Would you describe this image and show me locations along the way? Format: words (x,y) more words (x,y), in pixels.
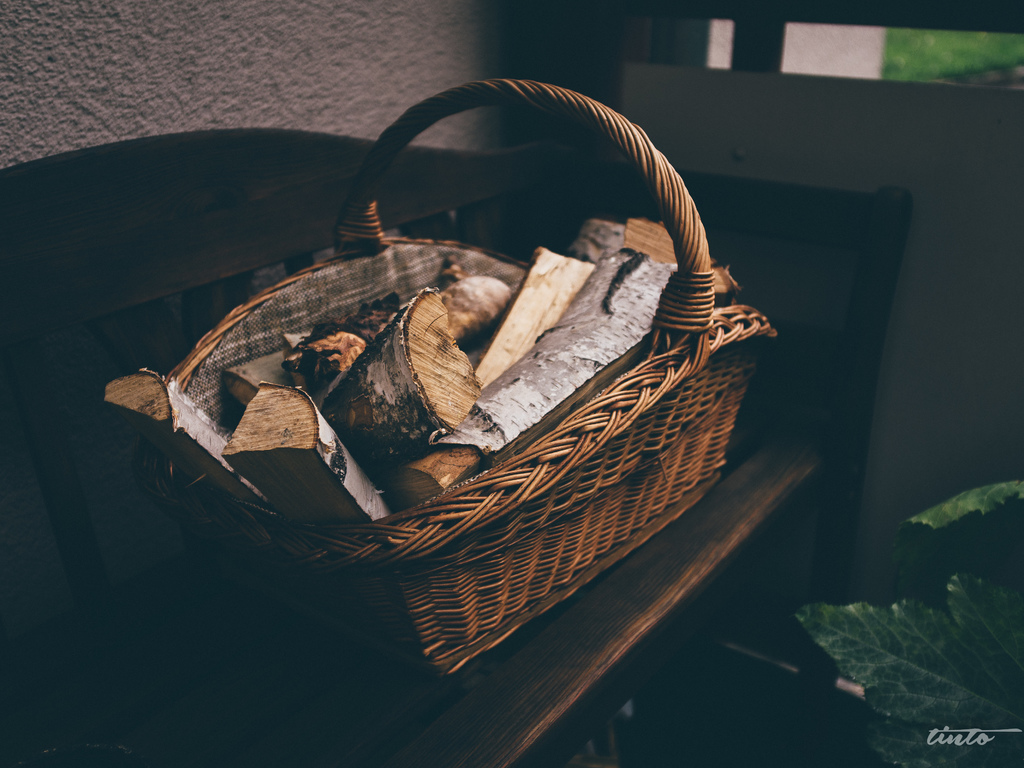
In this image we can see a bench (204,616) on which there is a basket (679,330) with wooden sticks (426,361). In the background of the image (7,15) there is a wall (297,40). To the right side (1010,729) bottom of the image (909,756) there is some text (933,727) on the leaves (954,693).
